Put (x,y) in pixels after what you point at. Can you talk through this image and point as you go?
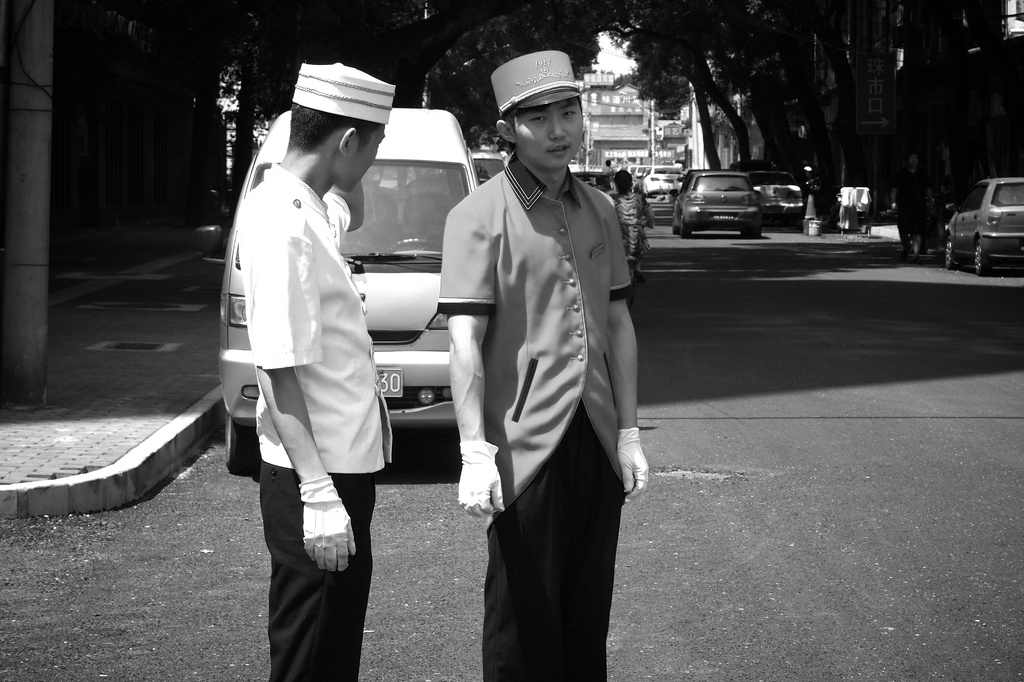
There are two men (361,454) standing and we can see vehicles (1021,257) on the road (399,437). On the left side of the image (21,156) we can see pole (51,146). In the background (605,108) we can see trees (784,155) and buildings (677,121).
